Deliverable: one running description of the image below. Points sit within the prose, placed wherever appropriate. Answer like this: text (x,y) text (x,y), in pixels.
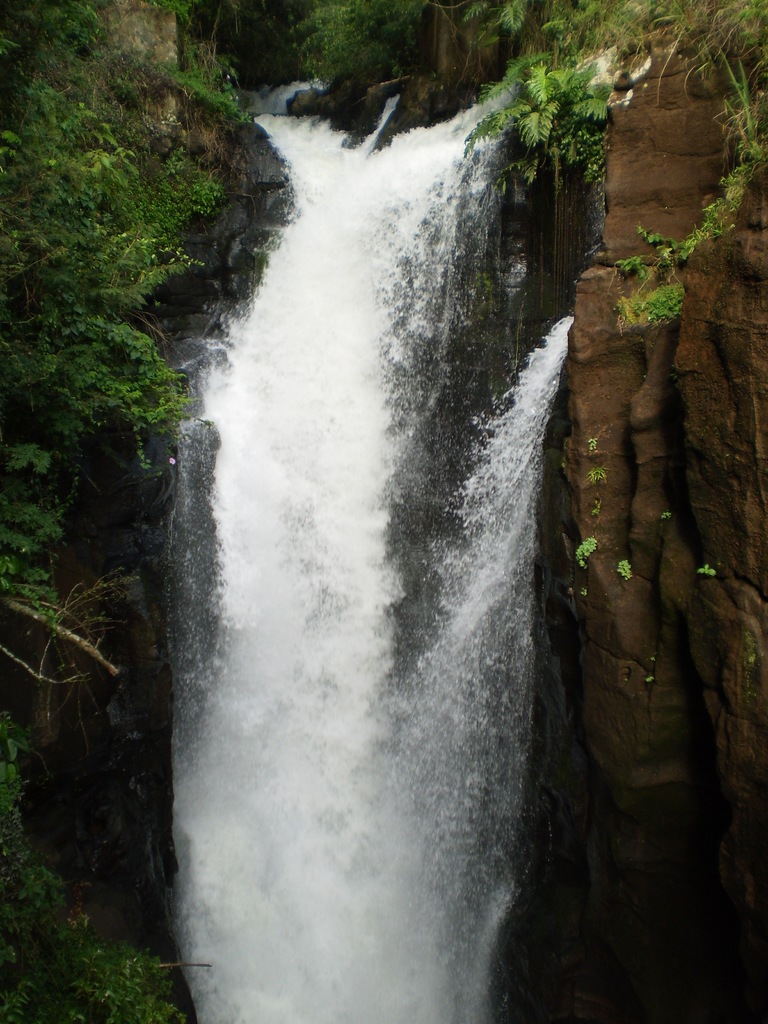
In this image I can see the waterfall (301,378), trees (66,117) and the rock (640,415).
